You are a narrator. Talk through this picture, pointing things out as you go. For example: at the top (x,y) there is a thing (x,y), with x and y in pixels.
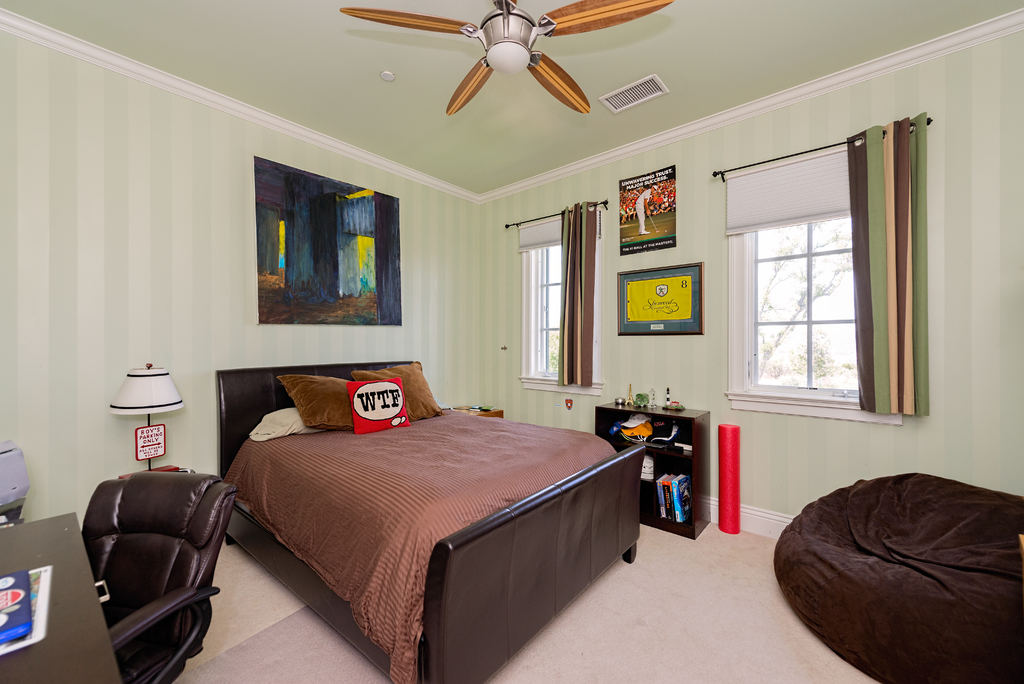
This picture is clicked inside the room (442,418). In the middle of the picture (430,423), we see the bed (411,557) and the pillows (351,413) in white, brown and red color. Behind that, we see a wall (219,299) on which a photo frame (304,296) is placed. On the left side (90,621), we see a chair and a table (59,631) on which books (43,612) are placed. Beside that, we see a white color object (21,498) and we see a table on which a lamp (147,403) is placed. On the right side (992,631), we see a bean bag (966,539) and a rack (698,436) in which books (664,493) and some other objects (640,424) are placed. Behind that, we see a wall (665,352) on which a photo frame (662,335) and a poster (651,249) are placed. On either side of the frame (633,309), we see the curtains (563,303) and windows (819,317) from which we can see the trees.
